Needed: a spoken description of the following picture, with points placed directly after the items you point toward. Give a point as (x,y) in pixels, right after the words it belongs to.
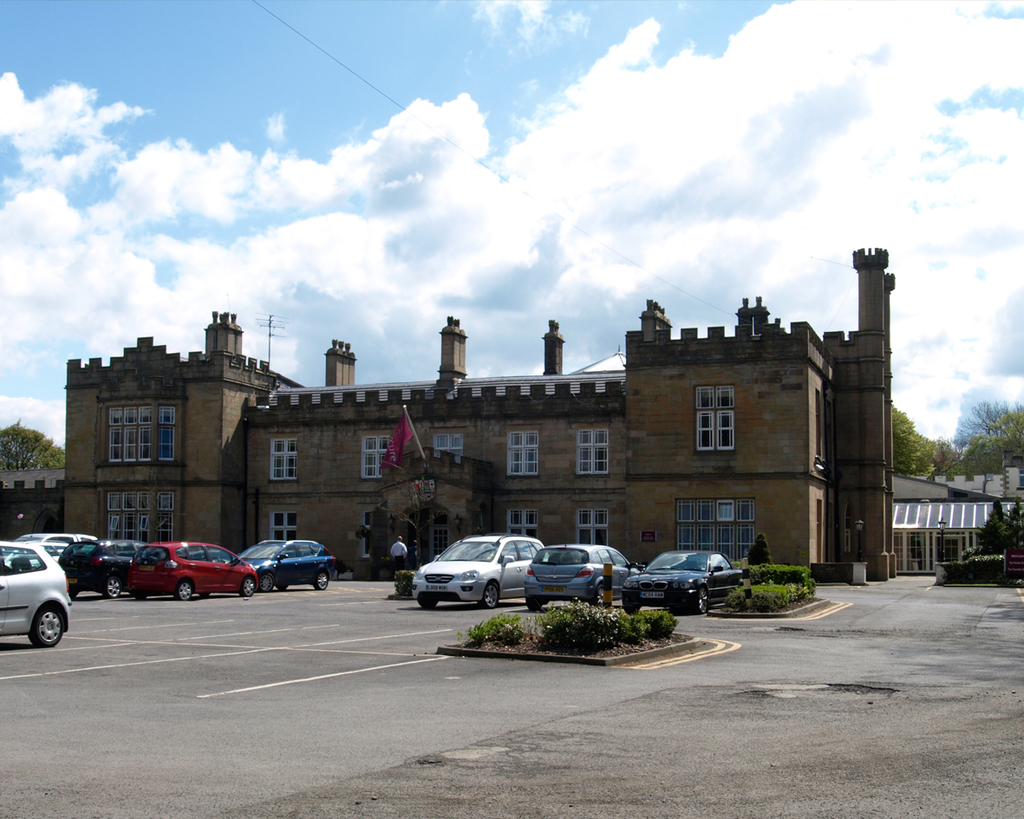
In this image I can see few vehicles (453,578) on the road (369,626). We can see building (606,438) and a windows (591,461). We can see pink color flag (409,435). I can see a person (397,563) walking. Back I can see trees (978,459). The sky (472,190) is in blue and white color.
